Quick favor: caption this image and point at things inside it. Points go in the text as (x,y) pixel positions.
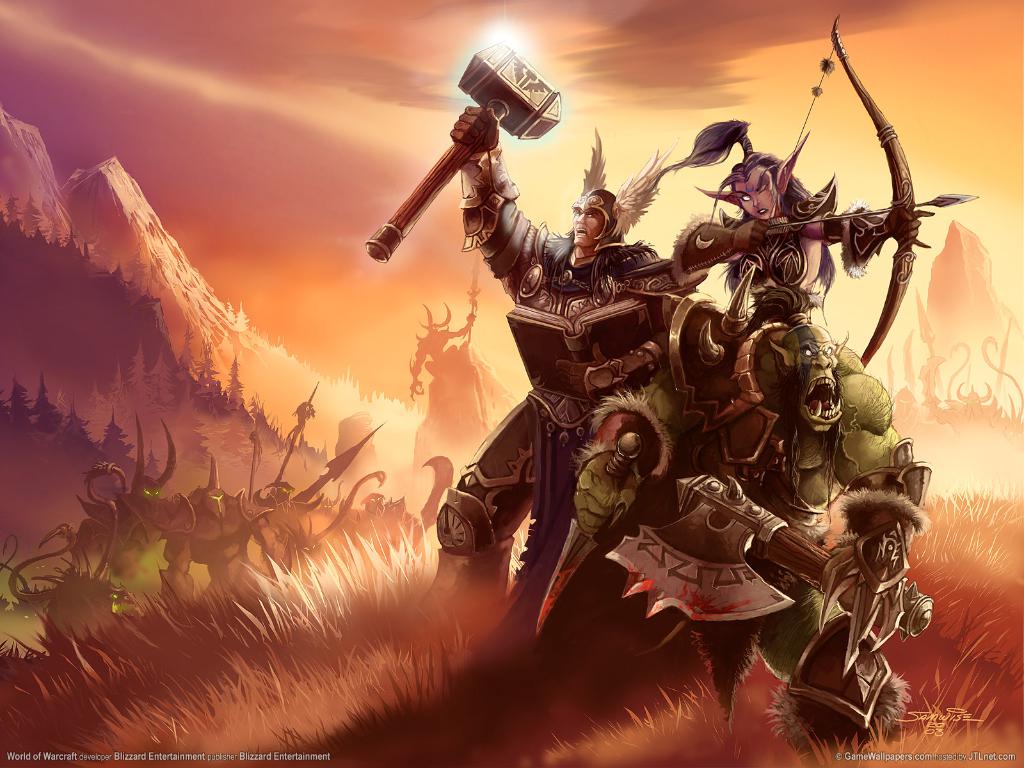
Here there are cartoons (698,419) in the grass (459,673), there is mountain (215,304) and a sky (315,136).
